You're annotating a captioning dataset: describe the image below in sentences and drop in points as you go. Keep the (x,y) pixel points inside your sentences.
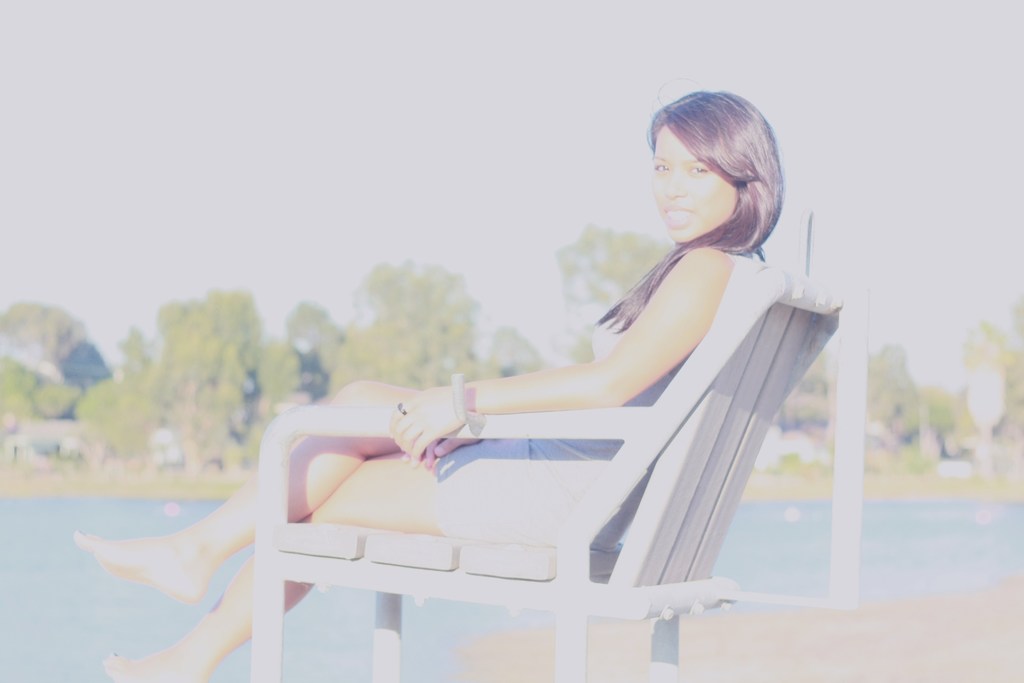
In this image we can see a woman (410,459) is sitting on the chair (714,542). At the background (124,510) we can see water (53,520), trees (192,383) and a sky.
